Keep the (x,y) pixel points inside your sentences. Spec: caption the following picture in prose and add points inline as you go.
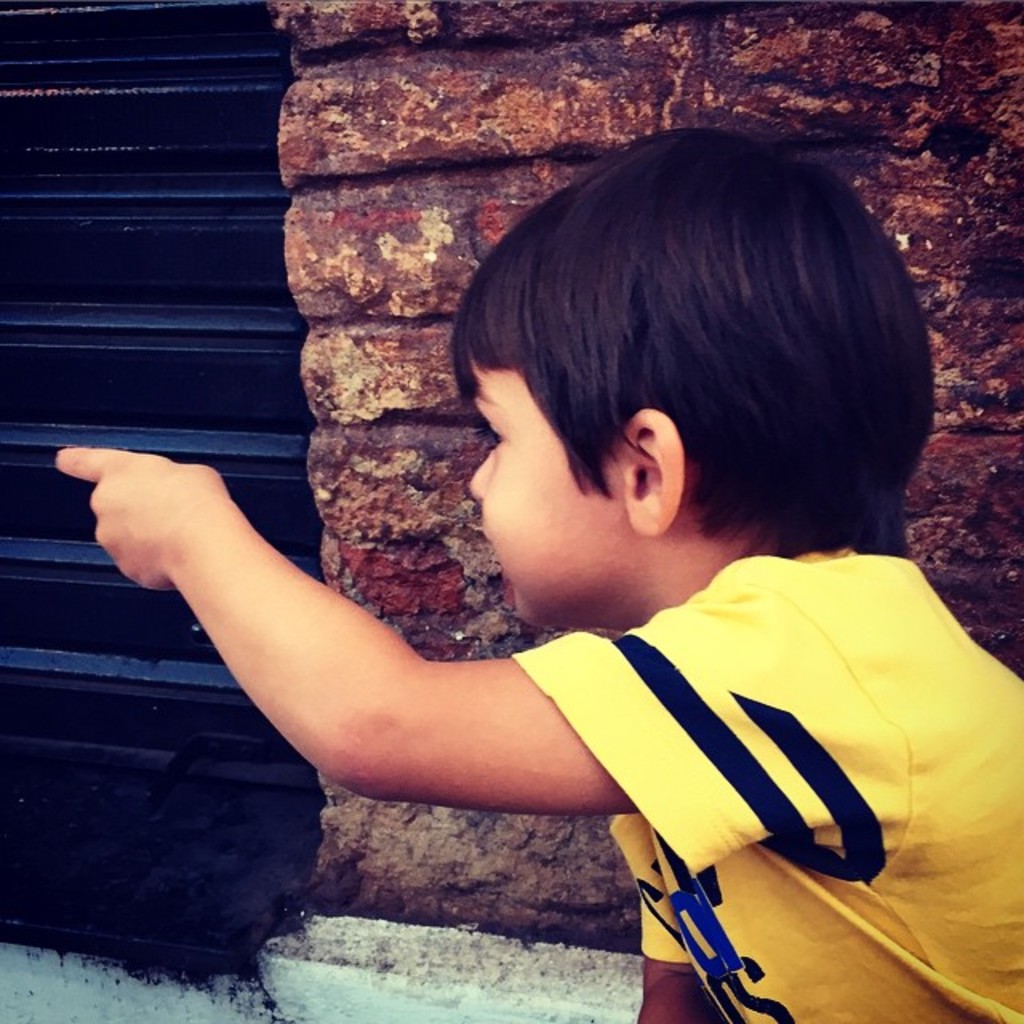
In the image there is a kid (902,673) in yellow t-shirt (712,600) showing finger (81,469) to the left direction, behind him there is a wall (367,223) and a shutter (255,213).
